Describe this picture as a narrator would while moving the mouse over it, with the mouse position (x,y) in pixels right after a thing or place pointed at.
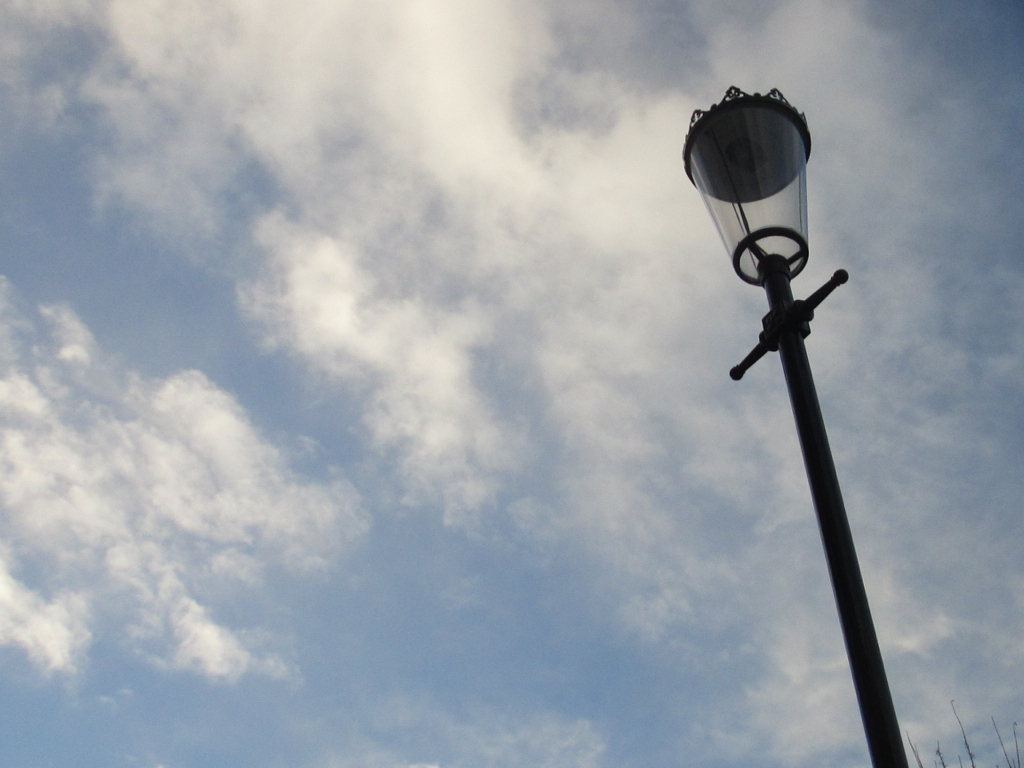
In this image there is a lamp post (797,375), at the top of the image (533,231) there are clouds (349,326) in the sky (352,396).
